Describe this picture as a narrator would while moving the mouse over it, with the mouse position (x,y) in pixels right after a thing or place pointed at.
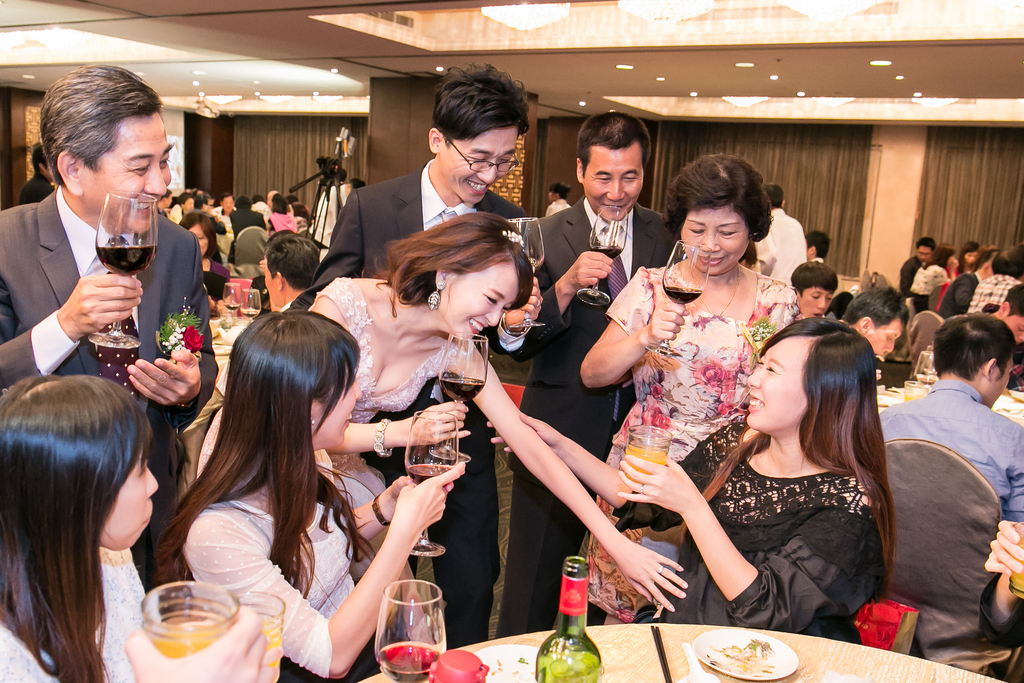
Here we can see a group of people (589,277) sitting and some of them are standing the people (353,299) who are standing having glasses of wines (534,320) in their hands (535,304) and as well as the people (216,487) who are sitting also having glasses (180,623) in their hands (424,511) and all of them are laughing there is a bottle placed on the table (817,671) in front of them.
